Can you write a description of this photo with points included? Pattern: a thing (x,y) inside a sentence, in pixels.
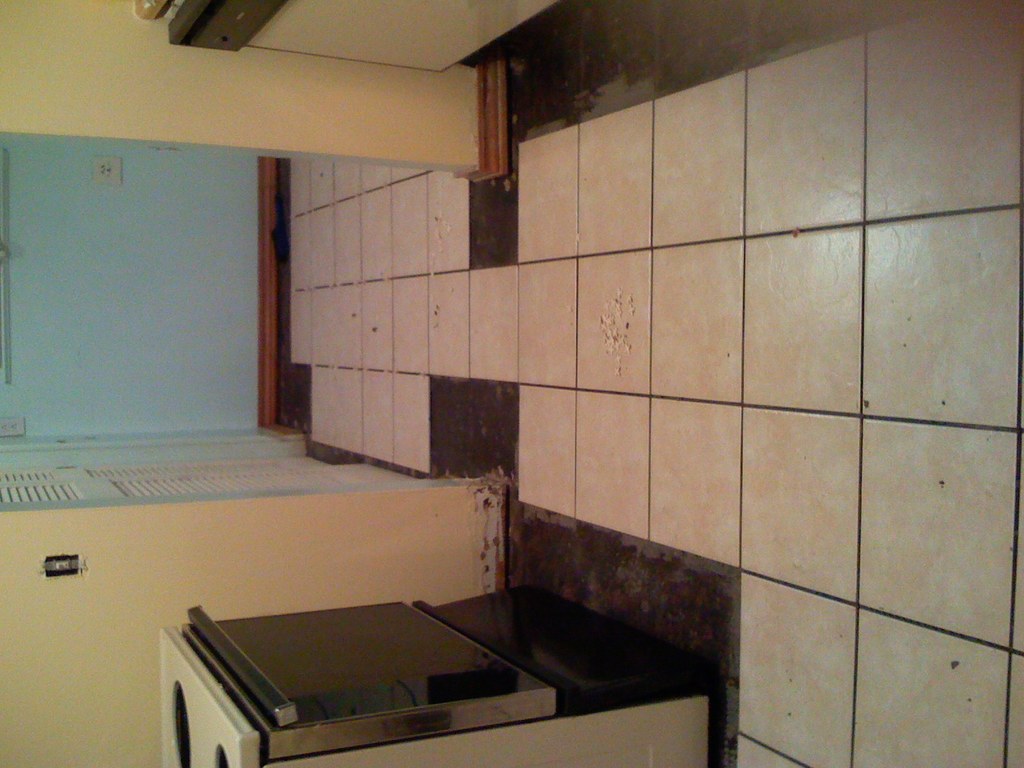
This is a picture of a room (399,428) in this image at the bottom (501,694) there is a kitchen oven (449,683) and on the right side (820,355) there is a floor (596,363), and in the background (155,532) there is a wall (243,244).
